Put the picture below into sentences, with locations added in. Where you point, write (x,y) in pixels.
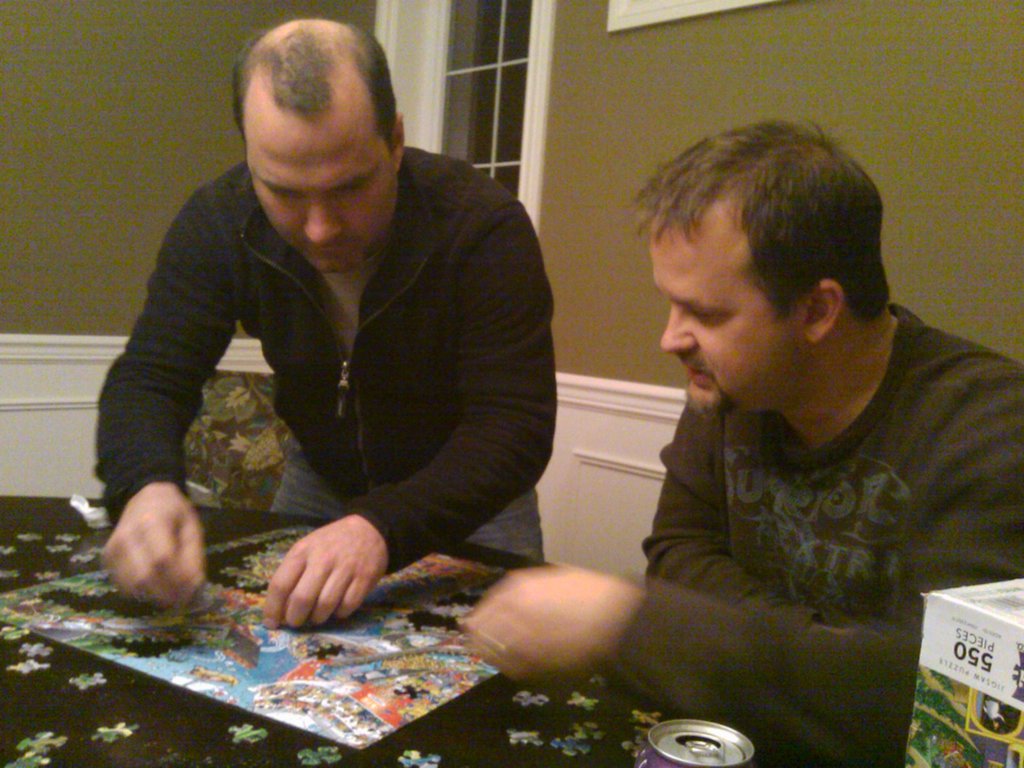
In this image, we can see there are two people (952,424) solving the puzzle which is on the table (428,727).
